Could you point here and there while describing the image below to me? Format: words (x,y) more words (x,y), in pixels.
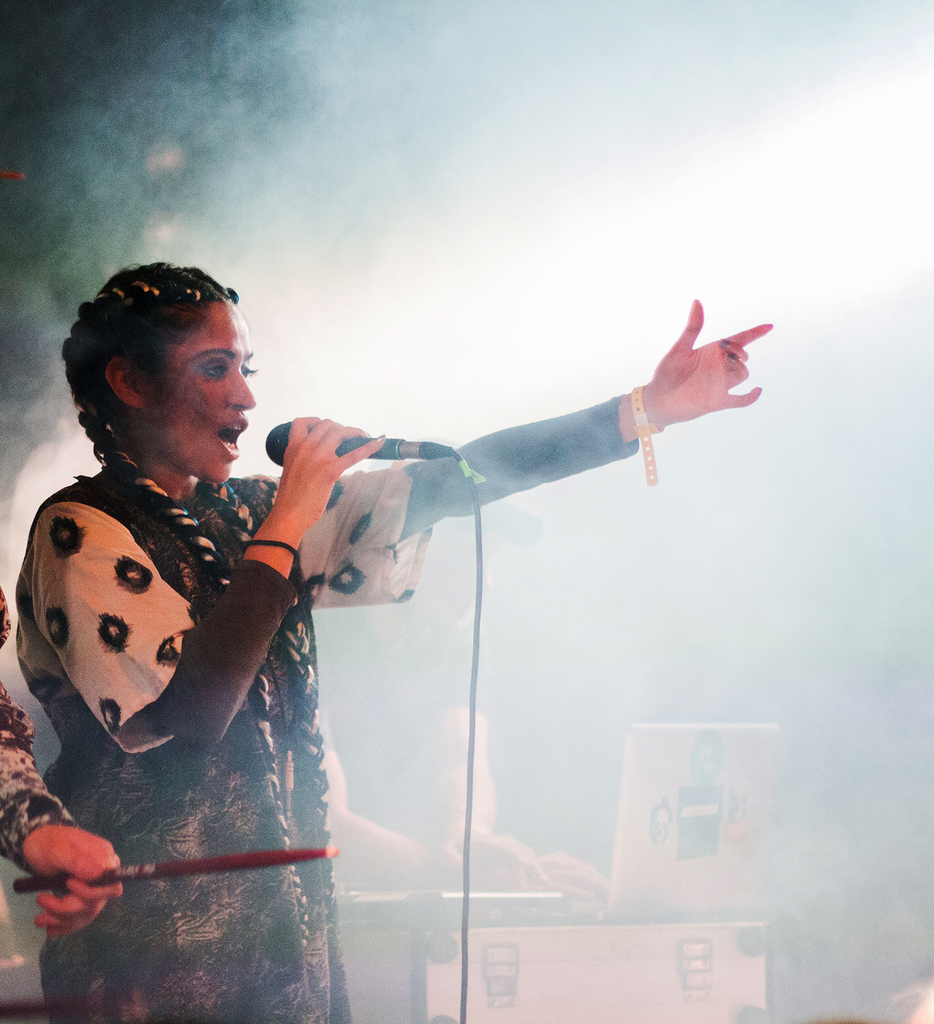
A woman (230,614) is singing on mic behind her there are people (475,813), musical instruments (480,899) and boxes (541,985). There is a lot of smoke (574,487) in the background (631,515).
